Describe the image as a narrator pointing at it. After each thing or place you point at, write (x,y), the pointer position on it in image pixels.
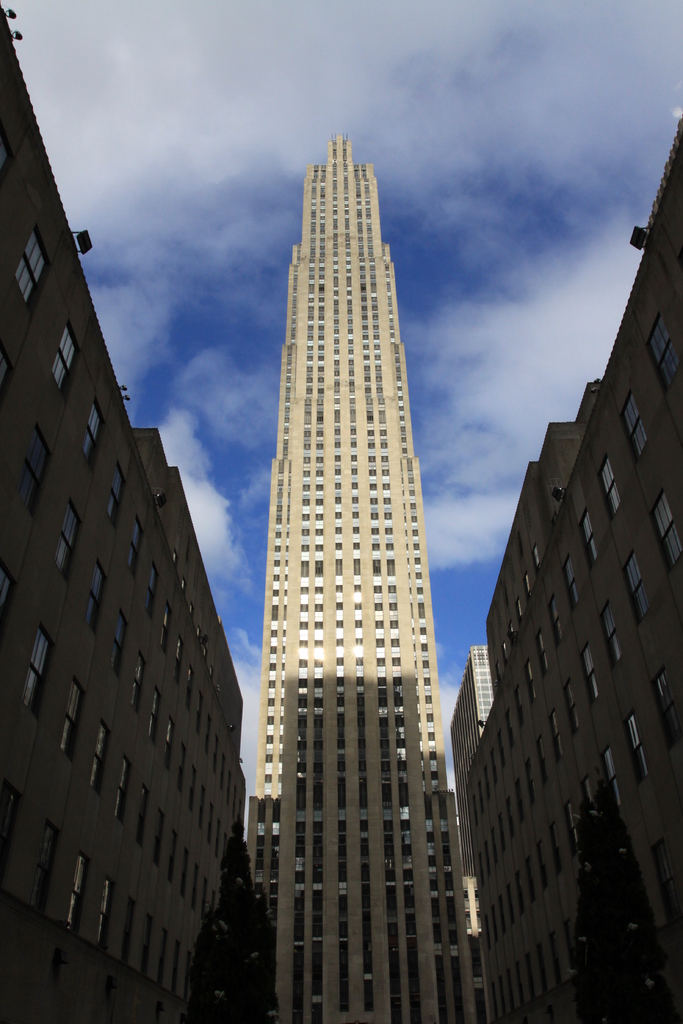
In this image I can see few buildings (274,782) which are cream in color, few trees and few windows (638,572) of the buildings (552,687). In the background (268,72) I can see the sky (298,129).
